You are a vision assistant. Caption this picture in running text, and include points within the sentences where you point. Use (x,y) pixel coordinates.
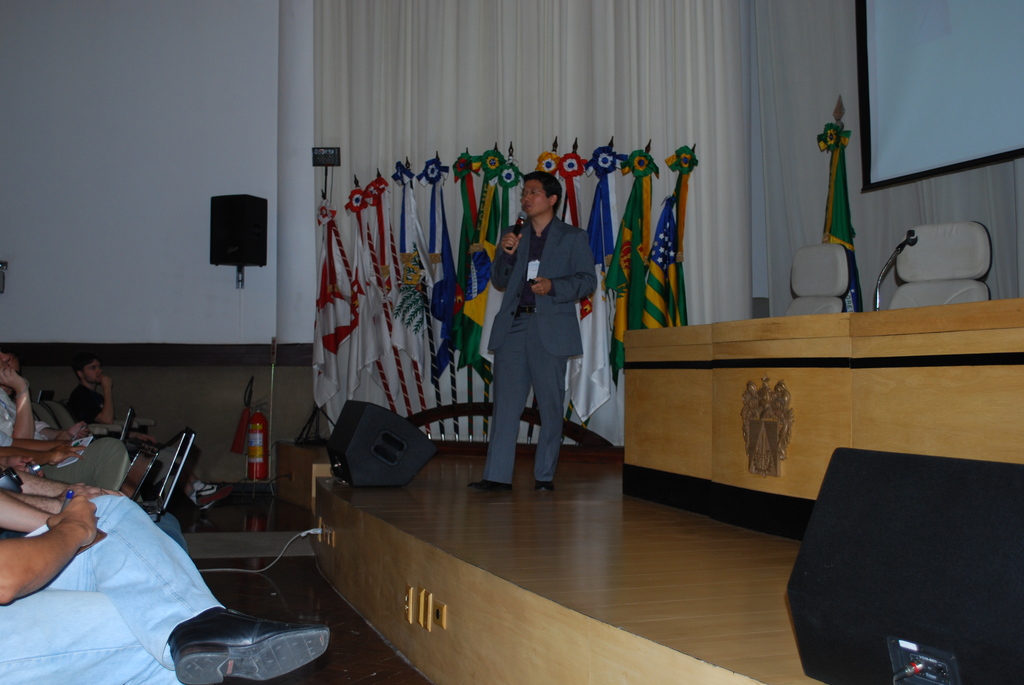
In this picture there is a man (557,271) who is standing in the center of the image (495,445), by holding a mic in his hand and there are other people (79,584) those who are sitting on the left side of the image (126,573), there is a projector screen (867,87) in the top right side of the image (867,104) and there are flags (571,178) in the background area of the image (463,247), there are chairs (929,250), speakers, a mic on a desk (768,361) and a cylinder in the image.
